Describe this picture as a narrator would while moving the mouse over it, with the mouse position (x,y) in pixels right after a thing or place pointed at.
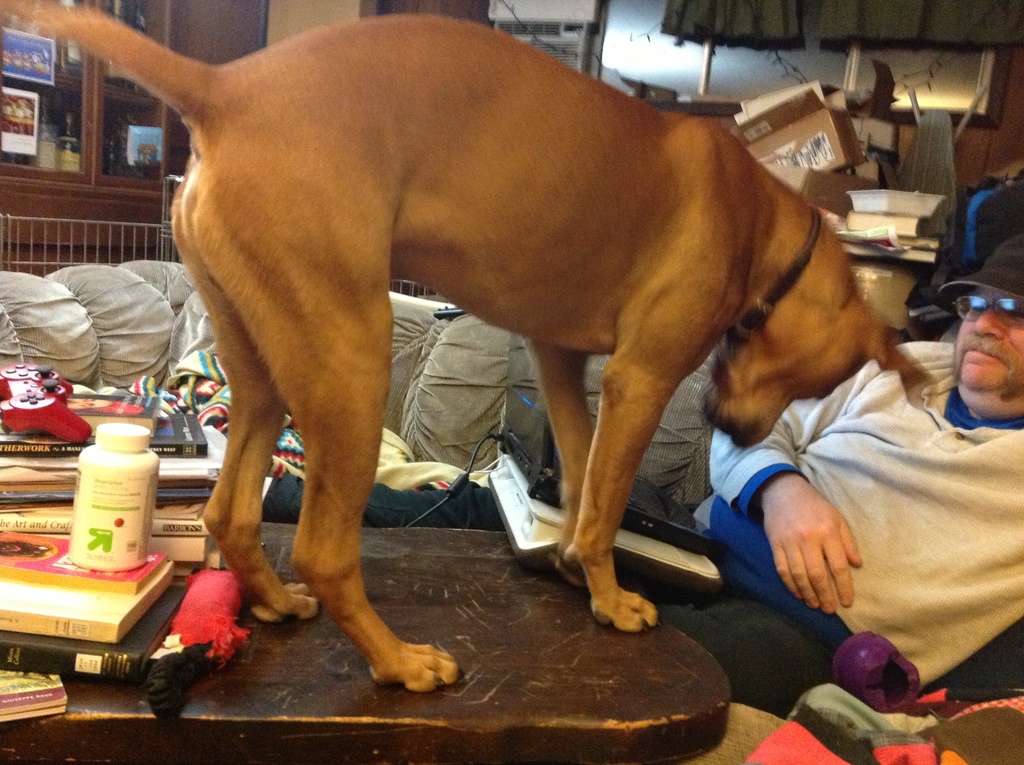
A dog (241,169) is standing on a table (658,668). There are some articles (50,423) and books (175,586) on the table (289,670). A man (707,623) is lying on sofa (408,395) beside the table (419,544). There is laptop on him. There are some articles (895,261) in the background (871,164).
